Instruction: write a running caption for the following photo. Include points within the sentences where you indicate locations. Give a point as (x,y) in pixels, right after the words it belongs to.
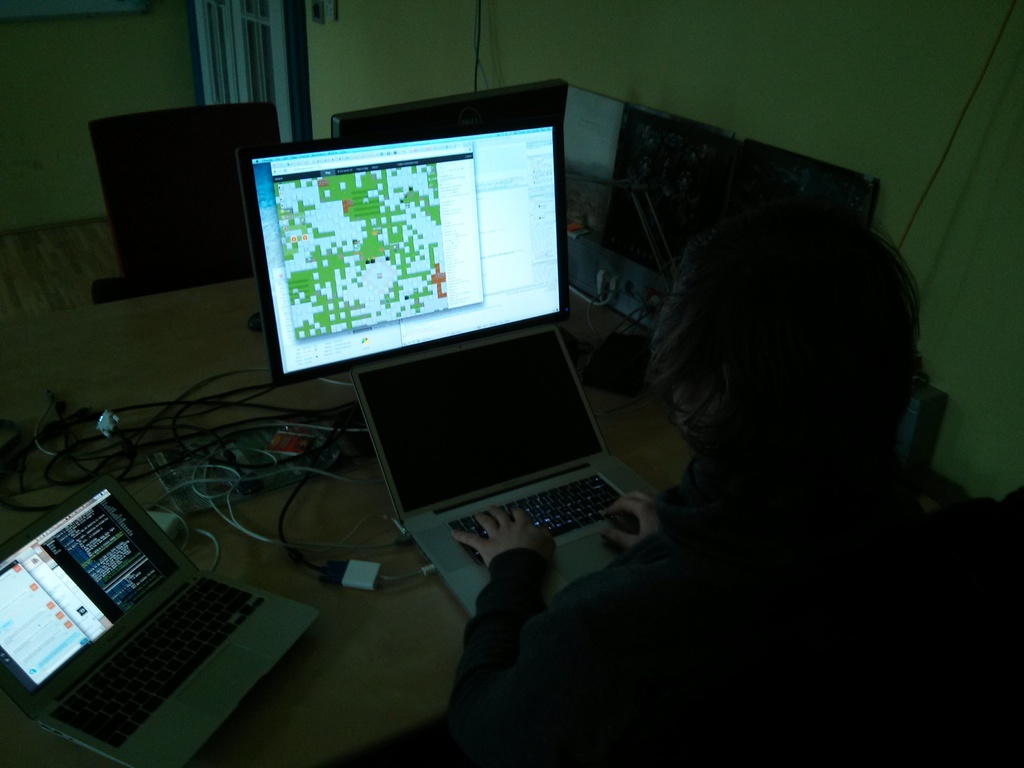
In this image the person (726,559) is sitting on the chair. In front of the person (623,568) there is a laptop (505,489). At the background (403,92) there is a wall (394,70) and a window (225,31).
